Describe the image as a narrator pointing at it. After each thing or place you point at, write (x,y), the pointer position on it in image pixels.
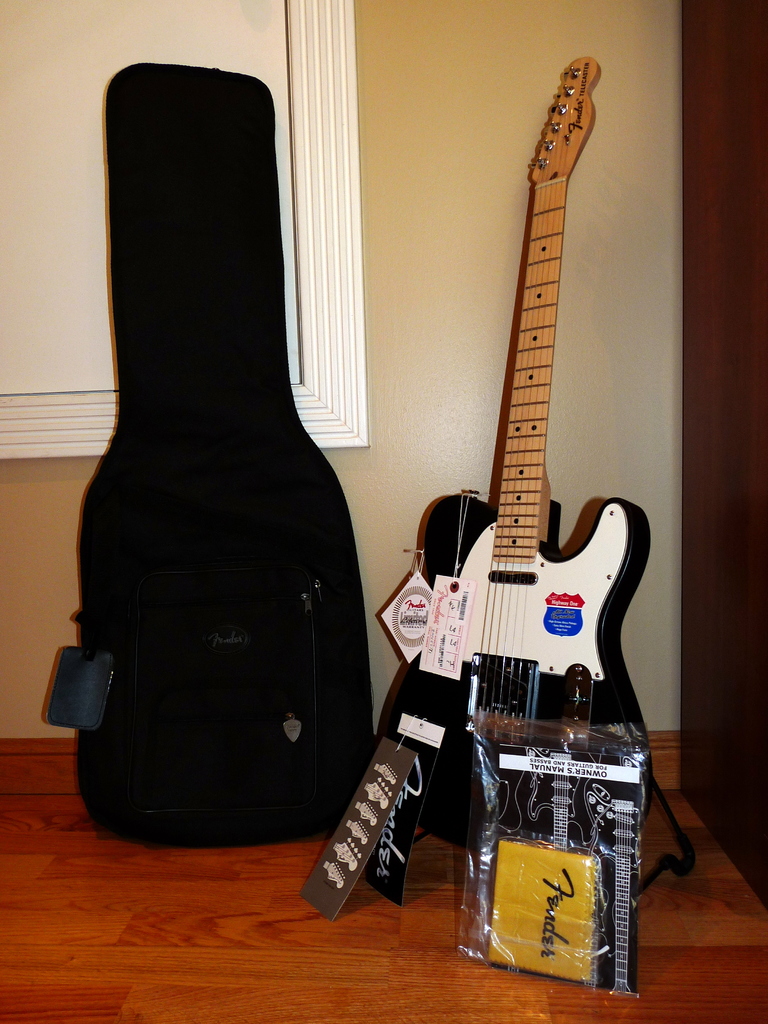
In this picture there is a guitar (526,576) placed on the floor (97,891) with a backpack (166,767) of it beside it. There are also few labels (418,747) attached to the guitar (610,680).
